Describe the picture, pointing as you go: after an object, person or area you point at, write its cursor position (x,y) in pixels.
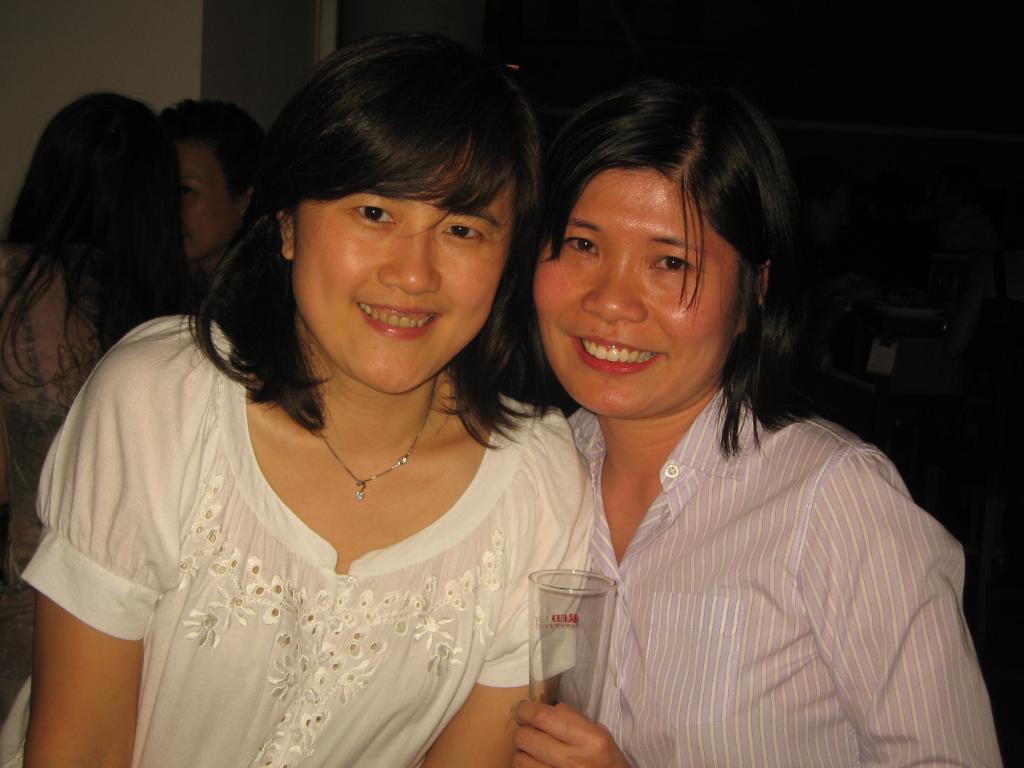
In this image, we can see people (471,165) and one of them is holding a glass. In the background (136,50), there is a wall (133,47).
